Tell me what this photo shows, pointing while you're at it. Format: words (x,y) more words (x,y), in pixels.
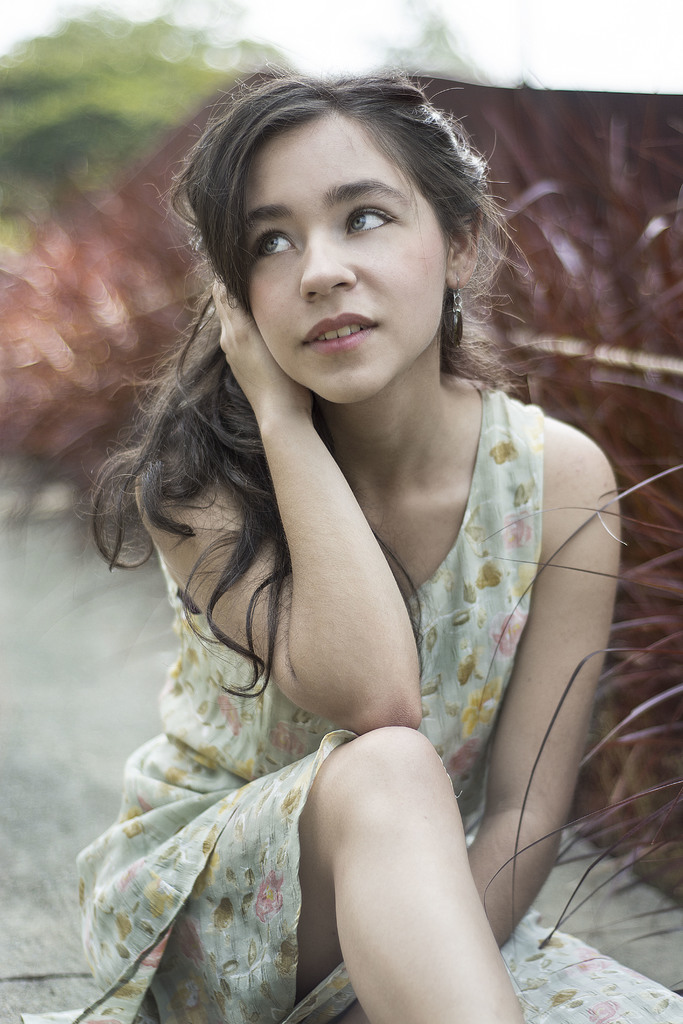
In this picture we can see a girl (427,848) sitting in the front (425,847), in the background (151,80) there is a tree (136,78), we can see a blurry background (597,227), on the right side (658,725) we can see leaves (659,655) of a plant (658,691).
